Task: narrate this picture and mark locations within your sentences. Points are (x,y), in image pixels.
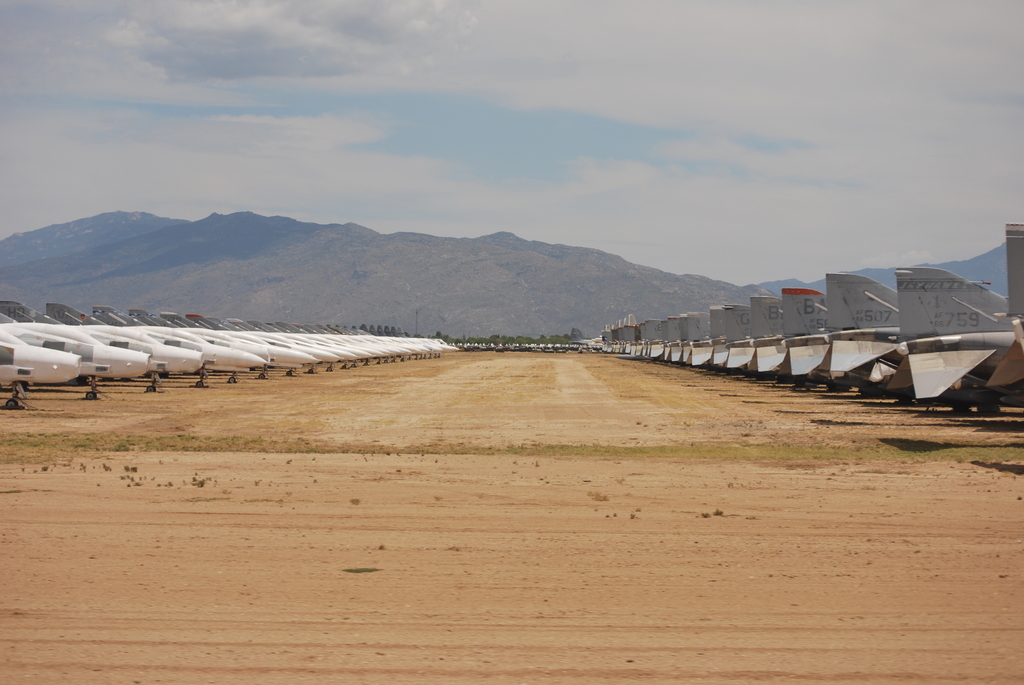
In this picture we can see airplanes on the ground (571,513) and in the background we can see trees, mountains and the sky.
